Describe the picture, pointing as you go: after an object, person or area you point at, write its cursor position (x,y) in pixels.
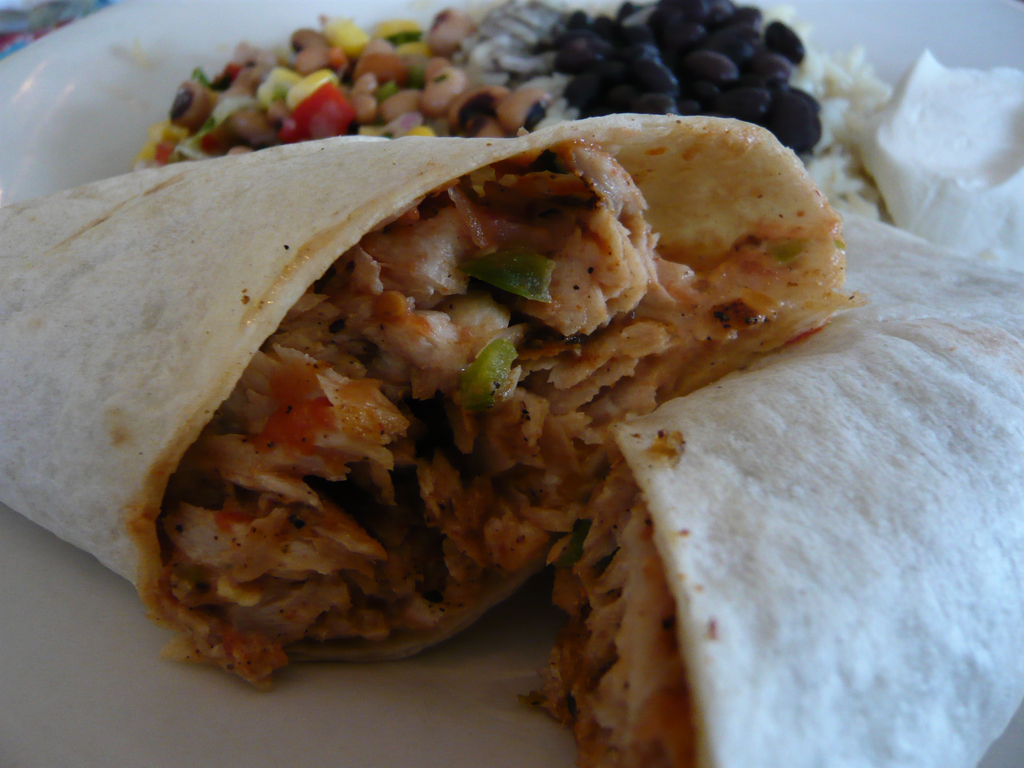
In the picture I can see food items (574,314) in a white color plate (67,100).
